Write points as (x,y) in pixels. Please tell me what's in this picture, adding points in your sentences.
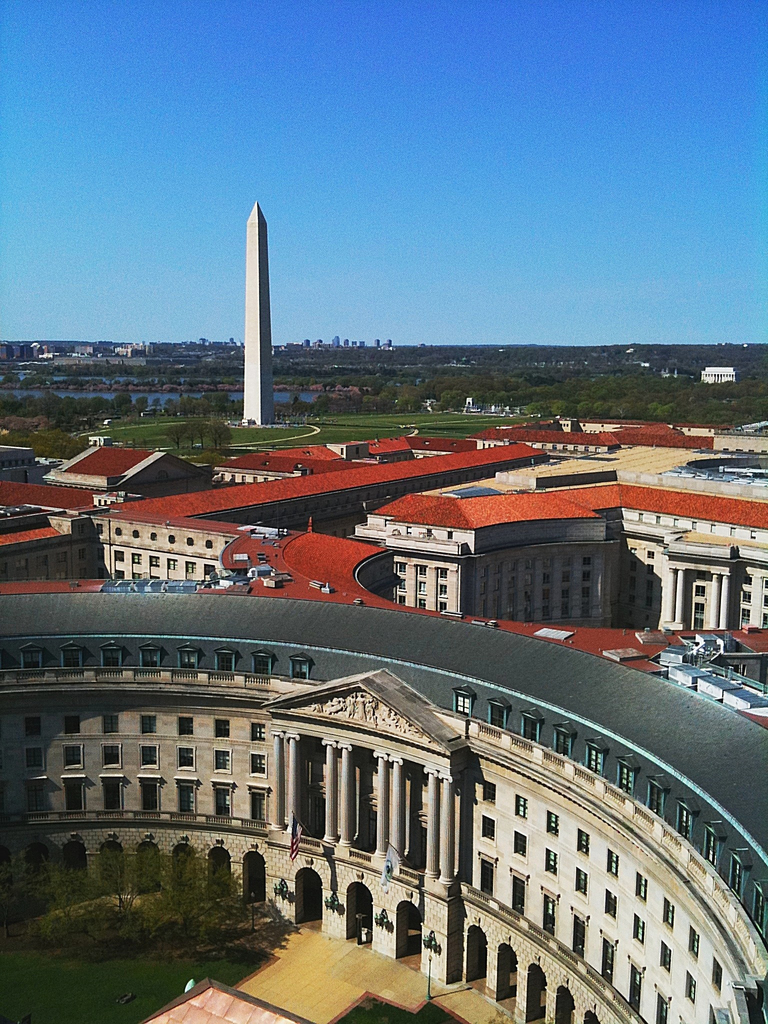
Sky (491,82) is in blue color. Here we can see buildings (444,648), towers (261,302), trees (425,392), grass (136,981) and windows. These are pillars (378,795).
